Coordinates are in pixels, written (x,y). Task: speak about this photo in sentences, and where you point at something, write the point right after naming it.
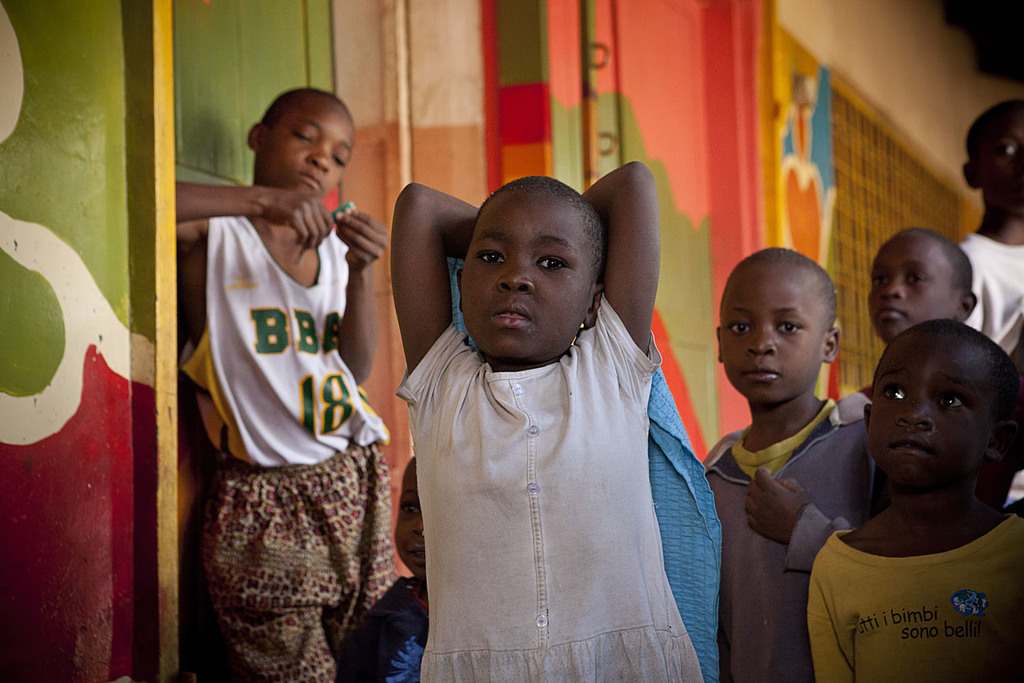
In this image I can see the group of people (734,458) with different color dresses (790,569). To the side of these people (614,444) I can see the colorful wall (546,173).
